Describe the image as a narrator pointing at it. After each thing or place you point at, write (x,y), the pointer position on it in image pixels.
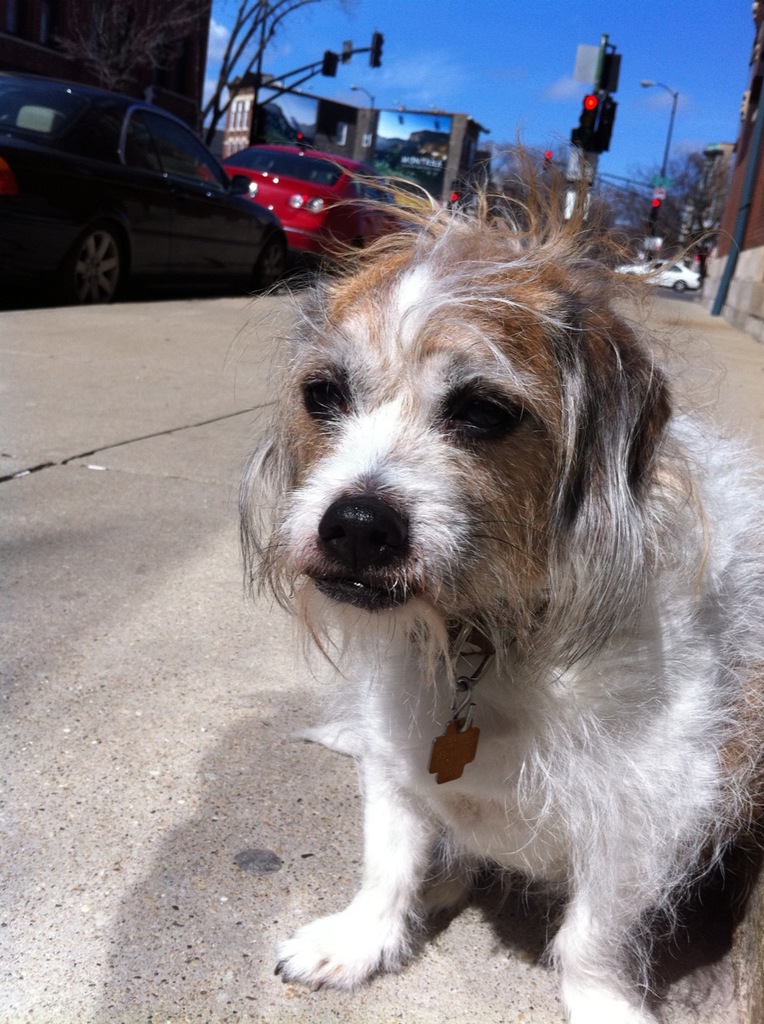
In this image we can see a dog (493,725) on the ground (416,971). In the background (681,268), we can see a group of cars (393,225) parked on the road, group of traffic lights (611,104), buildings (143,84) and the sky (510,41).
